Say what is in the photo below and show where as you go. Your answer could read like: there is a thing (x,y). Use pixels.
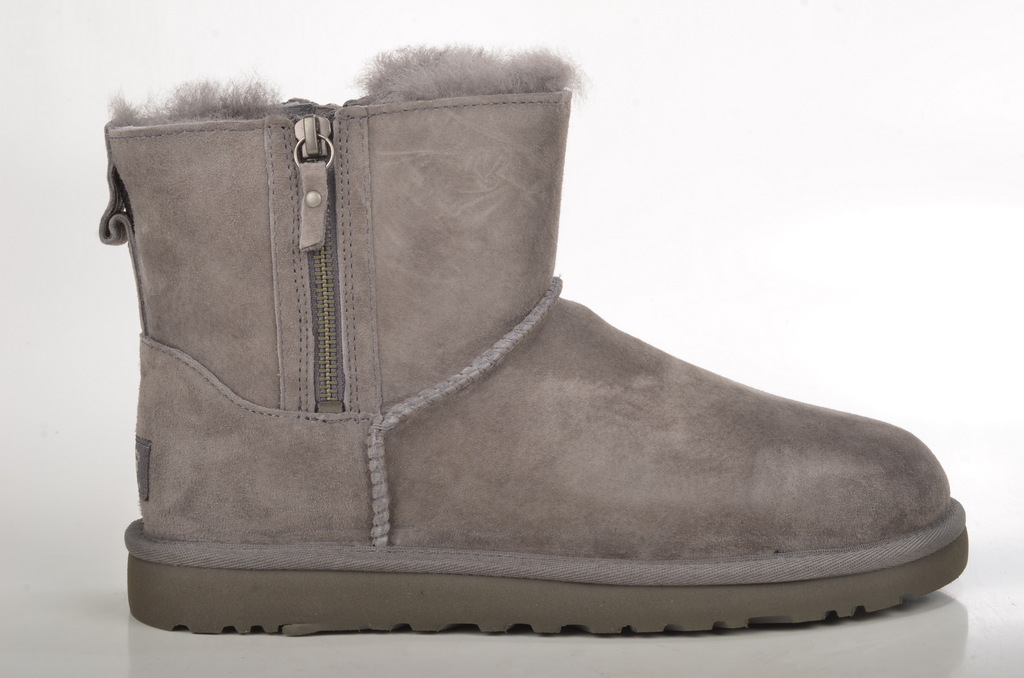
In this image we can see a mini ankle snow boot (407,368) placed on the white surface (184,643). The background of the image (21,217) is white in color.
